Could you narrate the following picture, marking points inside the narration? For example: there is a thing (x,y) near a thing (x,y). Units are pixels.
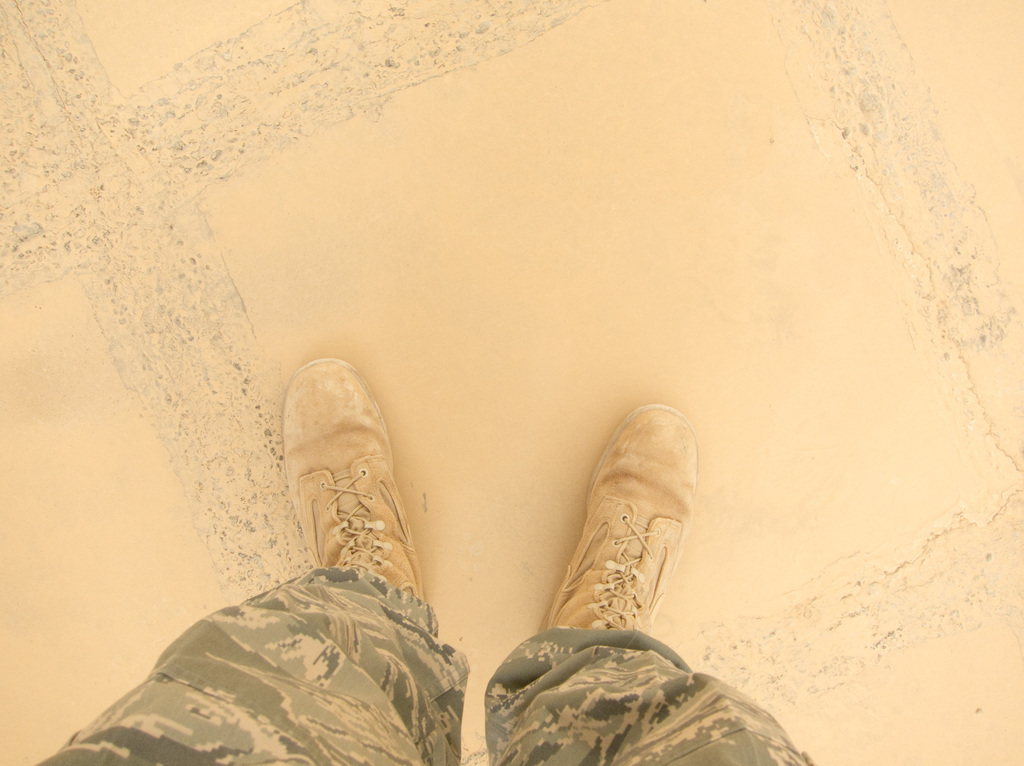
In this image there are person's legs (583,554) on the surface (525,159), there are person's legs (429,705) truncated towards the bottom of the image (437,664).
